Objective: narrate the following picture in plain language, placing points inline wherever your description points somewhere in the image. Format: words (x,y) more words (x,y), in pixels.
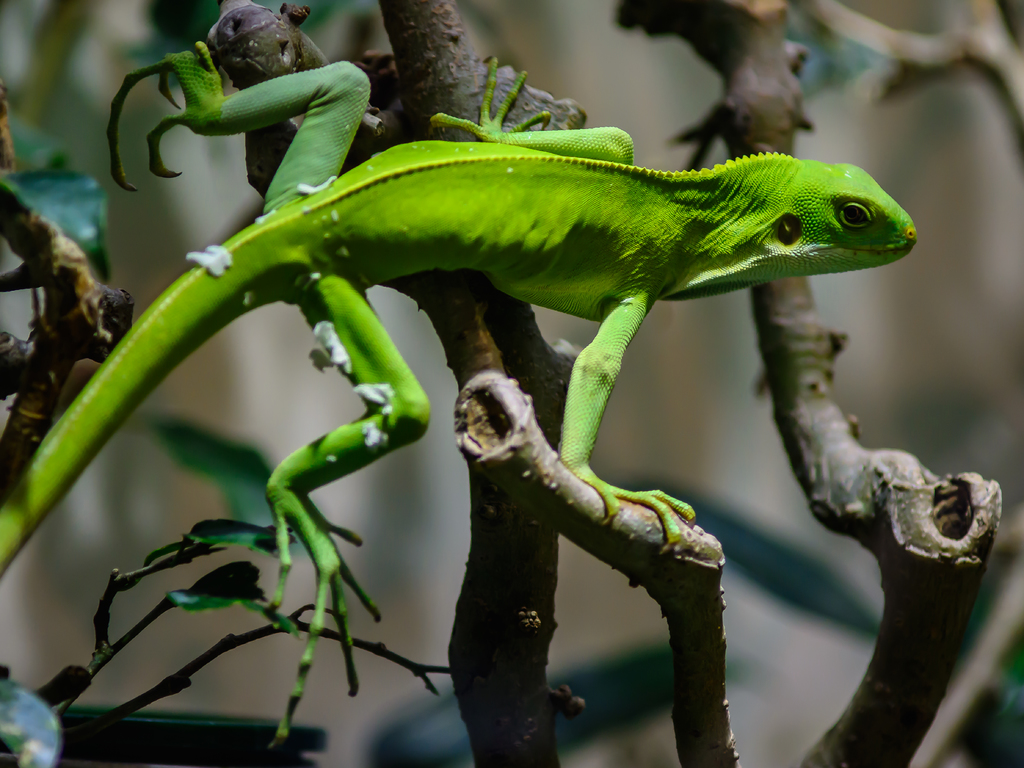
In the picture we can see reptile (177,297) which is in green color is on the branches (746,139) of a tree (760,135).
